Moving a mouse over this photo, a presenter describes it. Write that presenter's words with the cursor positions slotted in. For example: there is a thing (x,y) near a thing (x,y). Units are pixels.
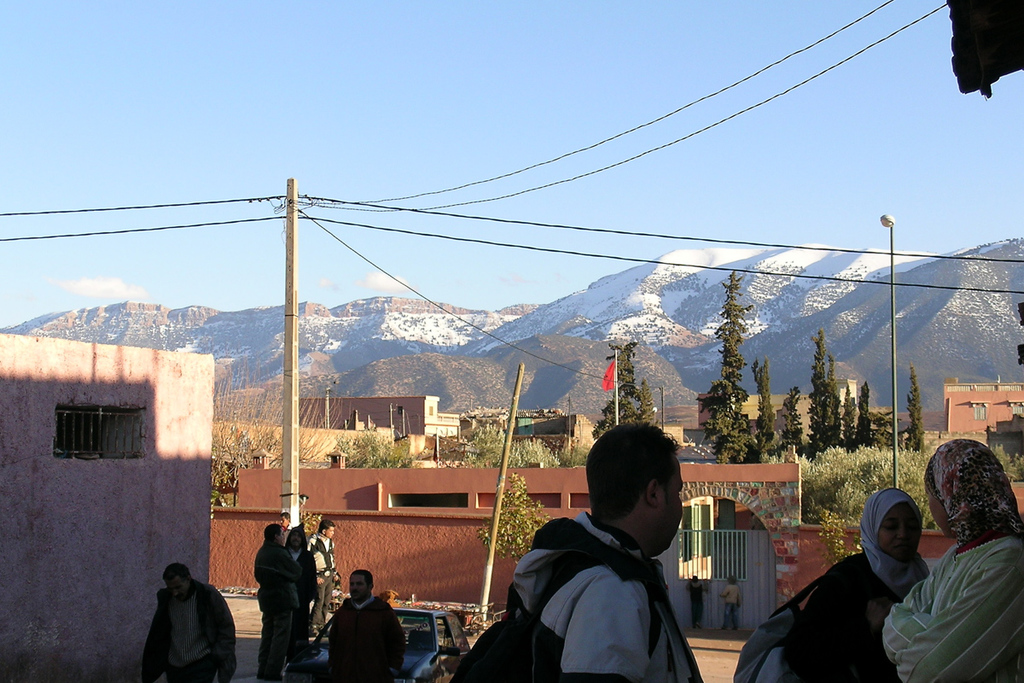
In this image we can see people (613,653), car (429,639), road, trees (846,423), poles (293,450), wires (369,207) and mountains (597,318). The sky (424,95) is in blue color.
